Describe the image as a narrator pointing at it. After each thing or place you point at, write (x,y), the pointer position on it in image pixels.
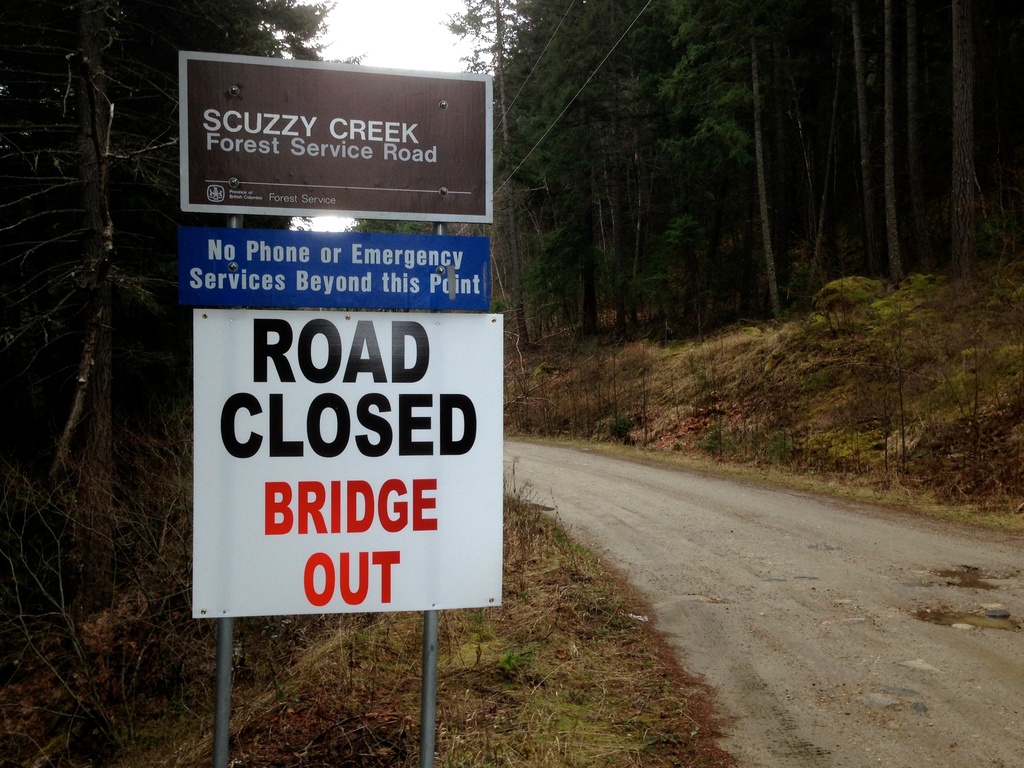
In this picture I can see the sign boards (410,242) on the pole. Beside that I can see the road (743,597). In the background (625,317) I can see many trees (28,328), plants (857,323) and grass (738,342). At the top (333,60) I can see the sky (372,28).
